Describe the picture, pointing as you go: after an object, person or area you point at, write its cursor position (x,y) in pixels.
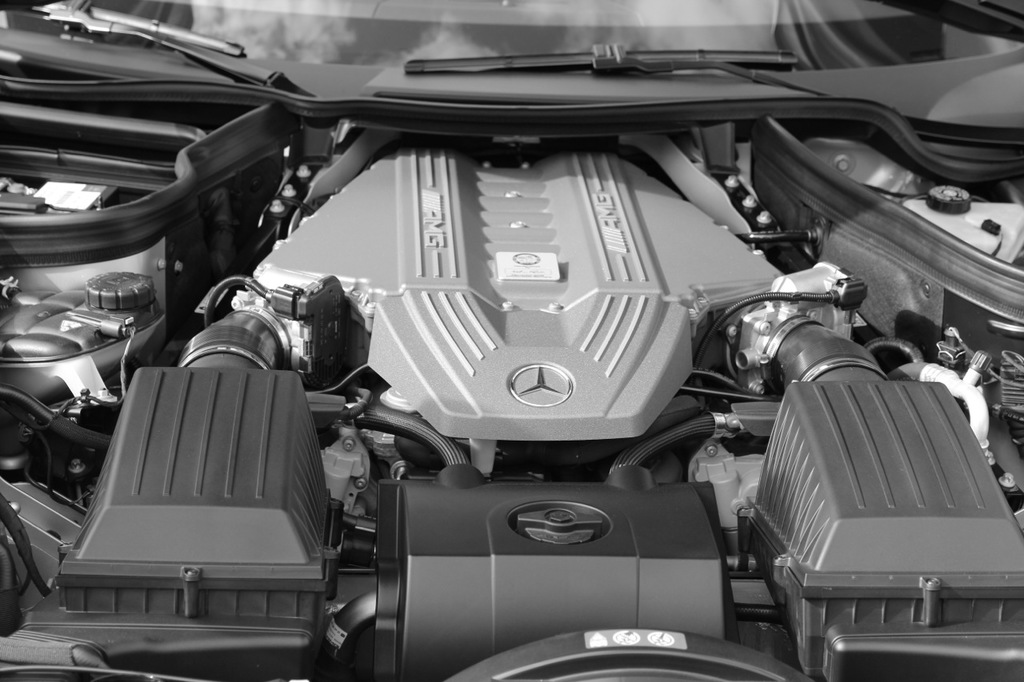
In this image I can see a car (56,187) and its parts (550,444). This image is taken during a day may be on the road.
